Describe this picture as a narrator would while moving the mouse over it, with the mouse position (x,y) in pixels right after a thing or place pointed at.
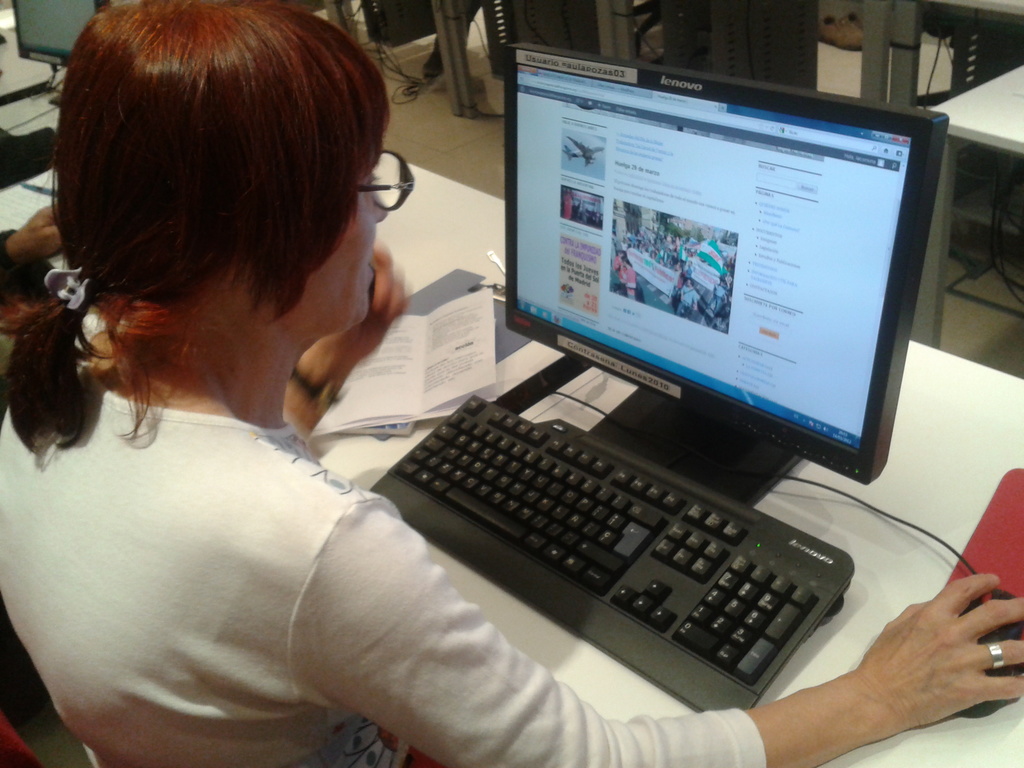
In the image I can see a lady (463,613) sitting in front of the table (845,636) and operating the system (757,663) and to the side there is a book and around there are some other tables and other things (6,754).
